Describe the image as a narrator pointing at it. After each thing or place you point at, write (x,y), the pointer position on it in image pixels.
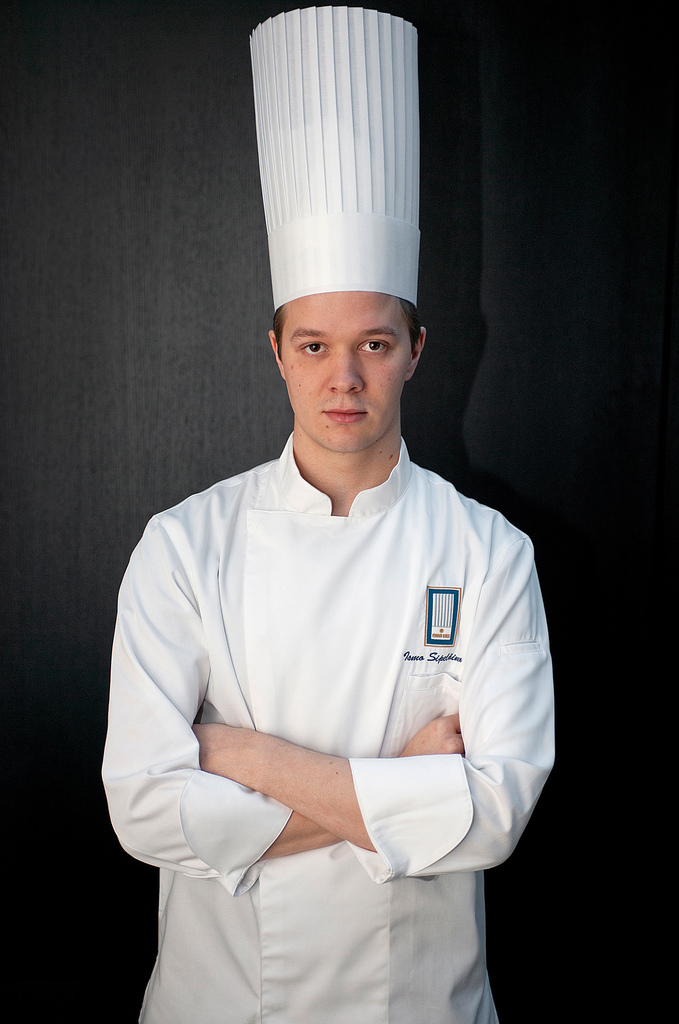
In this image I can see a man (256,698) is standing in the front (286,583). I can see he is wearing chef dress (328,519) and a chef hat (365,288). I can also see black colour wall (142,301) in the background (678,629).
